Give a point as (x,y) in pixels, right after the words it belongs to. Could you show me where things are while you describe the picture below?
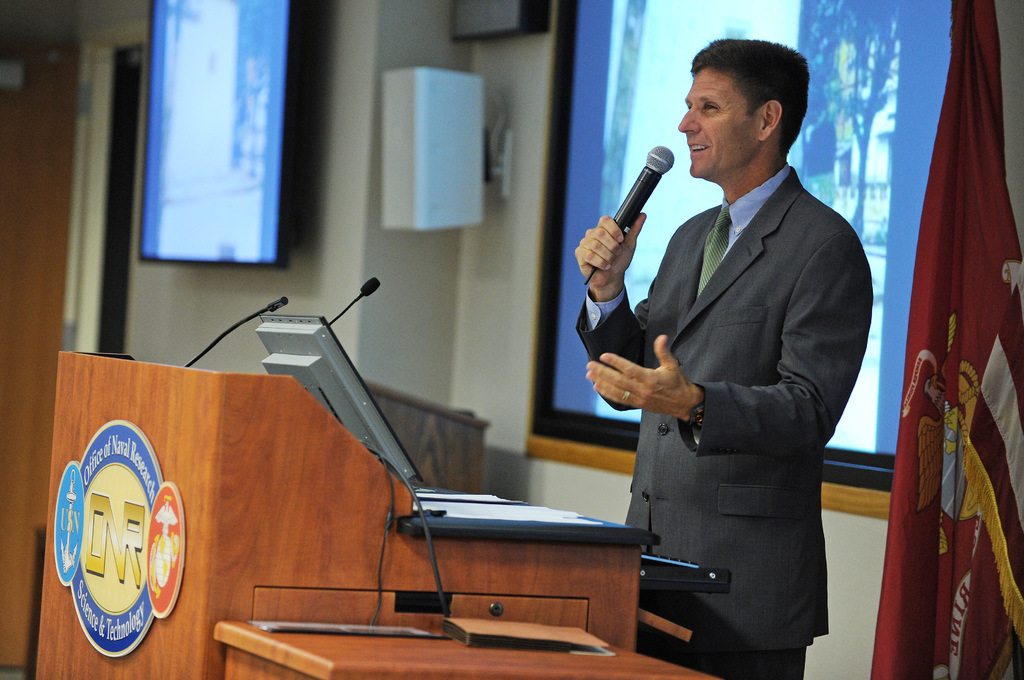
In this picture there is a man (816,481) standing and talking and he is holding the microphone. In the foreground (557,505) there is a device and there are microphones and papers (558,515) on the podium (277,438) and there is a board (56,516) on the podium (240,569) and there is text (66,520) on the board (60,521). At the back (867,55) there are screens (874,368) and there are objects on the wall (502,93) and there is a flag (961,638).
